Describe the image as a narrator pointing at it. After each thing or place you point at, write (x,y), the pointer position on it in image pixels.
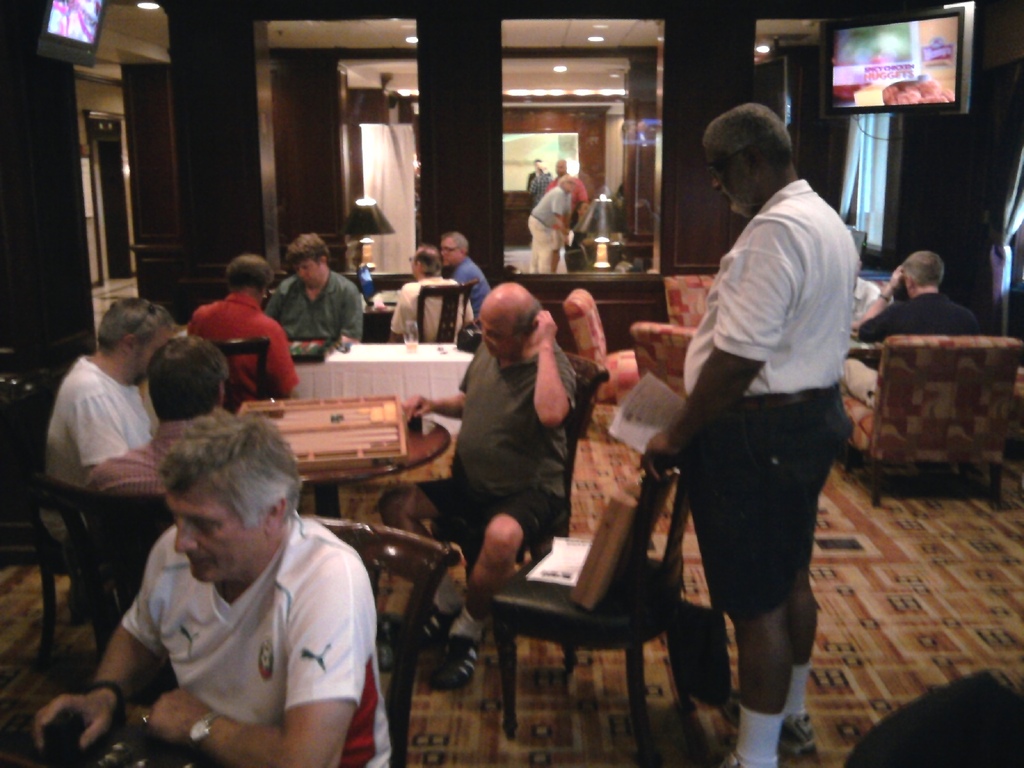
This is the picture of a room (616,455) where we have some people (99,470) sitting on the chairs (571,434) in front of the tables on which there are some things (282,433) and to the right side of the room (909,144) there is a sofa (856,405) and screen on left (83,60) and the other screen (851,69) on the right side (838,68) and there are three mirrors (357,101) in the room (657,120).
